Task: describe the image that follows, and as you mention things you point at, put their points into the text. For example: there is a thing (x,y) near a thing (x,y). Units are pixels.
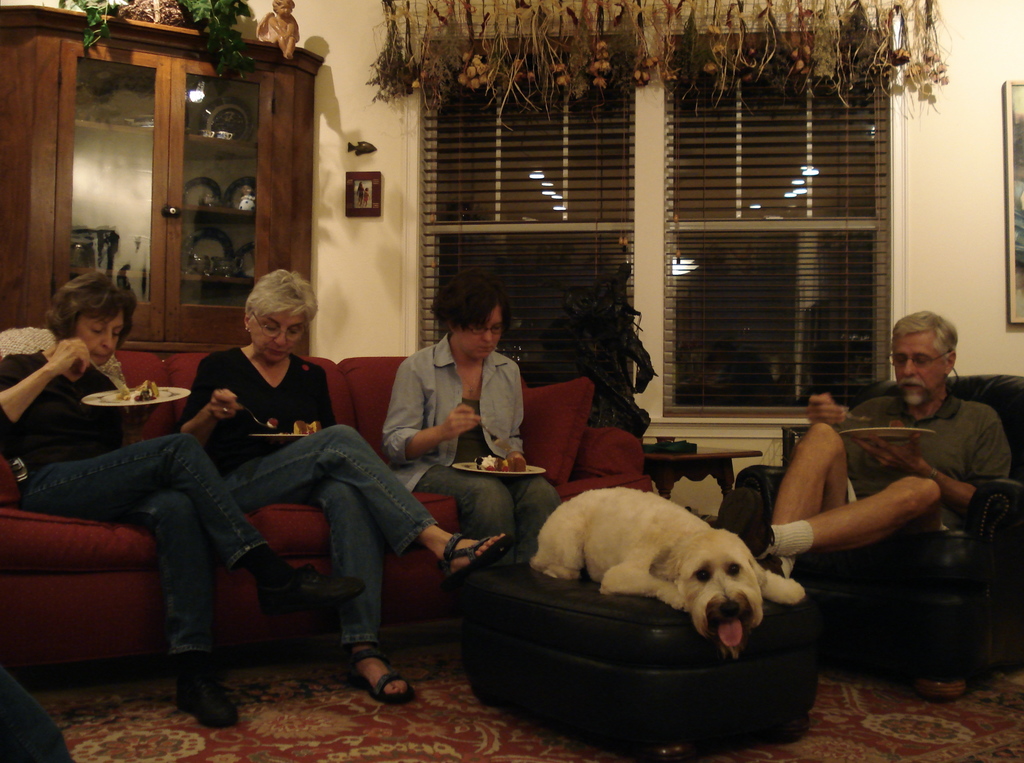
In this image we can see four people (945,455) are sitting on the couches (876,588) and they are eating food (308,430). There is a dog (761,570) lying on a black color object (688,656). In the background (641,322) we can see a cupboard (287,173), window (587,192), lights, frames (365,200), decorative items (236,119), and a wall (346,231).
